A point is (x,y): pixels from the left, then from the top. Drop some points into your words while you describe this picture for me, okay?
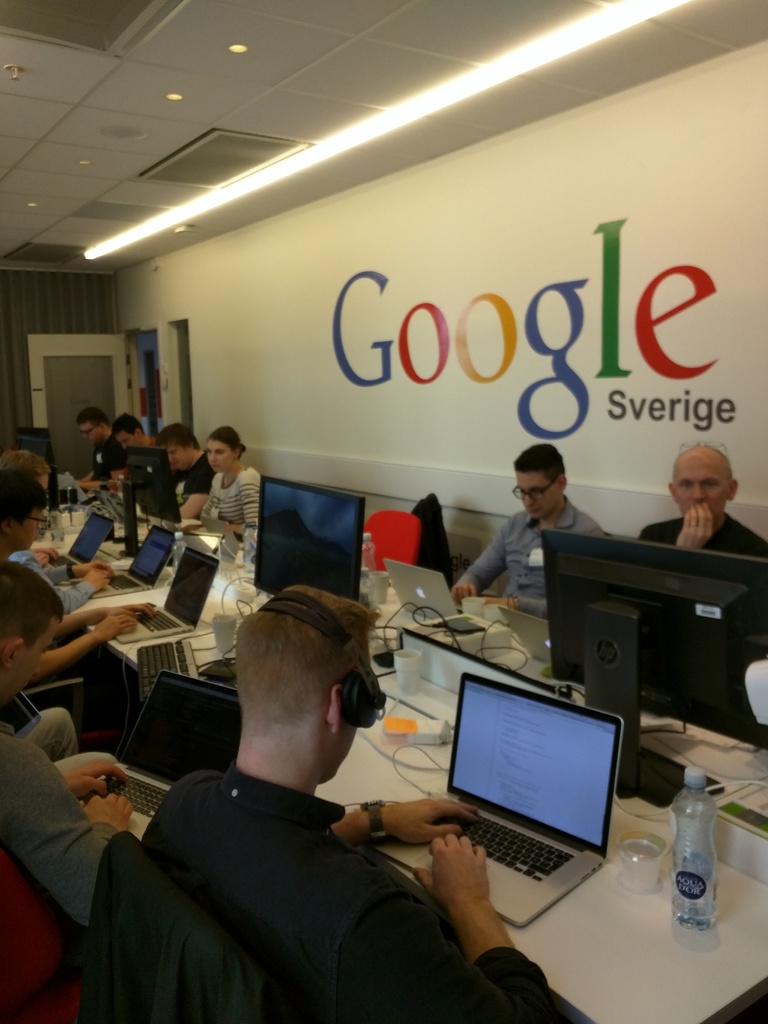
As we can see in the image there is a wall (331,305), light (550,48), door (116,364), few people (168,431) sitting on chairs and table (458,677). On table (665,825) there are laptops (470,693), bottles (697,820), wires (433,625) and glasses (405,674).
